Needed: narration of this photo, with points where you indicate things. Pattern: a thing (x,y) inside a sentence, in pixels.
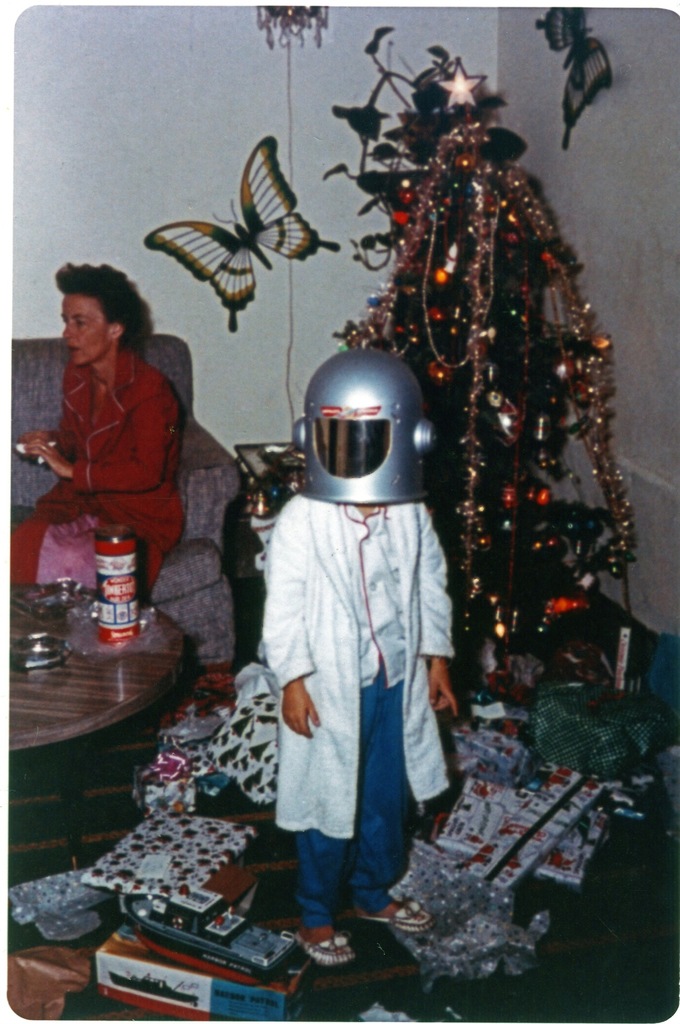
In the middle of this image (352,416), there is a child (354,483) with a helmet (354,489) and standing on a floor (374,923). Beside him, there are gift covers (265,784), gift boxes (187,802) and a Christmas tree (473,303) on a floor (572,929). On the left side (154,586), there is a woman (173,462) in a red color dress (163,459), sitting on a sofa (209,533). Beside her, there is a bottle (104,584) and other objects (35,664) on a table (44,729). In the background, there are two butterfly stickers (169,244) pasted on a white wall (219,170).
